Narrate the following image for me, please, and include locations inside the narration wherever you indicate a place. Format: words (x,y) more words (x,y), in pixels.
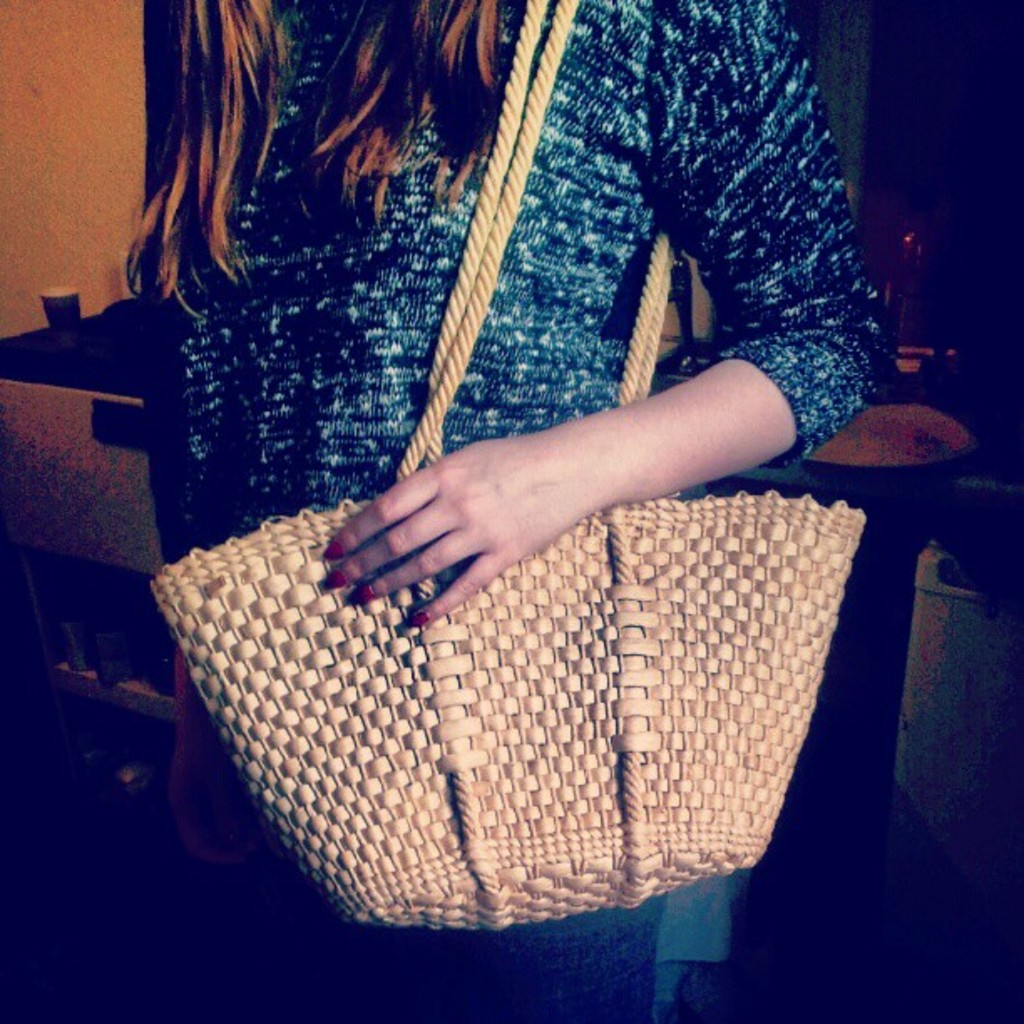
There is a woman (731,41) who is carrying a bag (589,586). There are shelves (58,388) and this is table (828,483).
